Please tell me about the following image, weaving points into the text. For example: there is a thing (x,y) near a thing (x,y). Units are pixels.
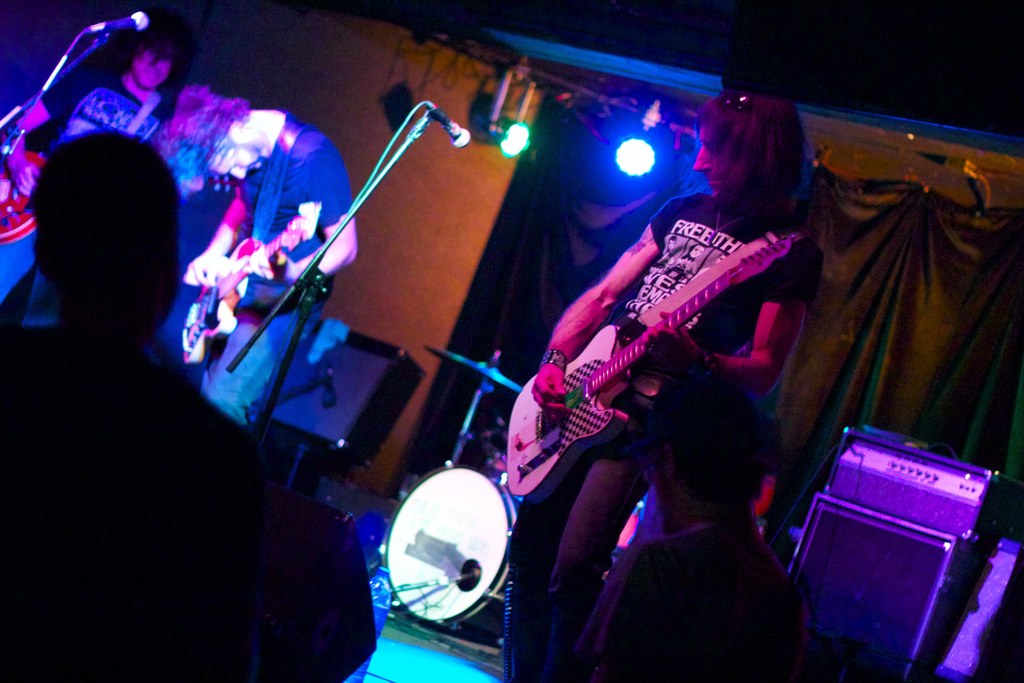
In this image we can see persons (624,334) playing guitars (616,369). There are mics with mic stands (300,288). In the back (503,141) there are lights (516,129) and curtains (827,244). And we can see another person (176,412). In the back (407,532) there are drums (449,533) and cymbal (424,349). And there are few other things (869,507).
